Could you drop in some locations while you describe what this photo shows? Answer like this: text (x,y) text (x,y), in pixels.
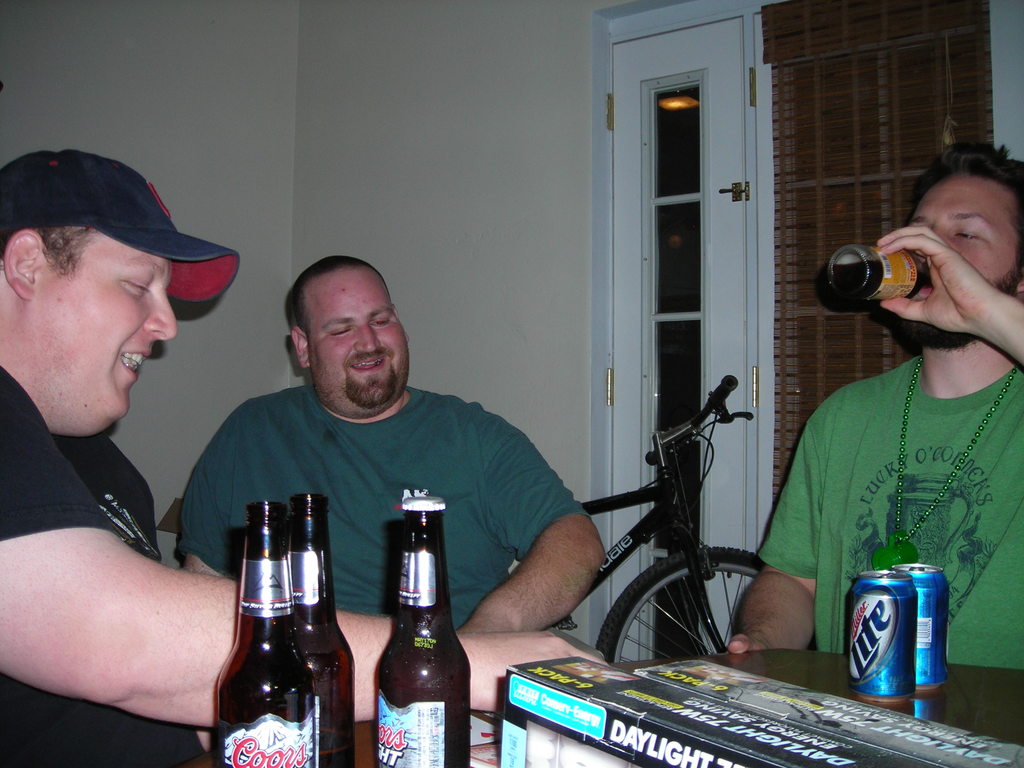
It is a room (449,152) there are three people (482,526), there are some alcohol bottles (433,675) on the table (814,678) in front of them and some other things (704,688), beer tins (861,584) one person (846,592) is drinking the bottle (881,292) other two persons (276,420) are laughing, behind them there is a bicycle (619,503) in the background (586,415) there is a window (641,266) and a wall (331,162).
